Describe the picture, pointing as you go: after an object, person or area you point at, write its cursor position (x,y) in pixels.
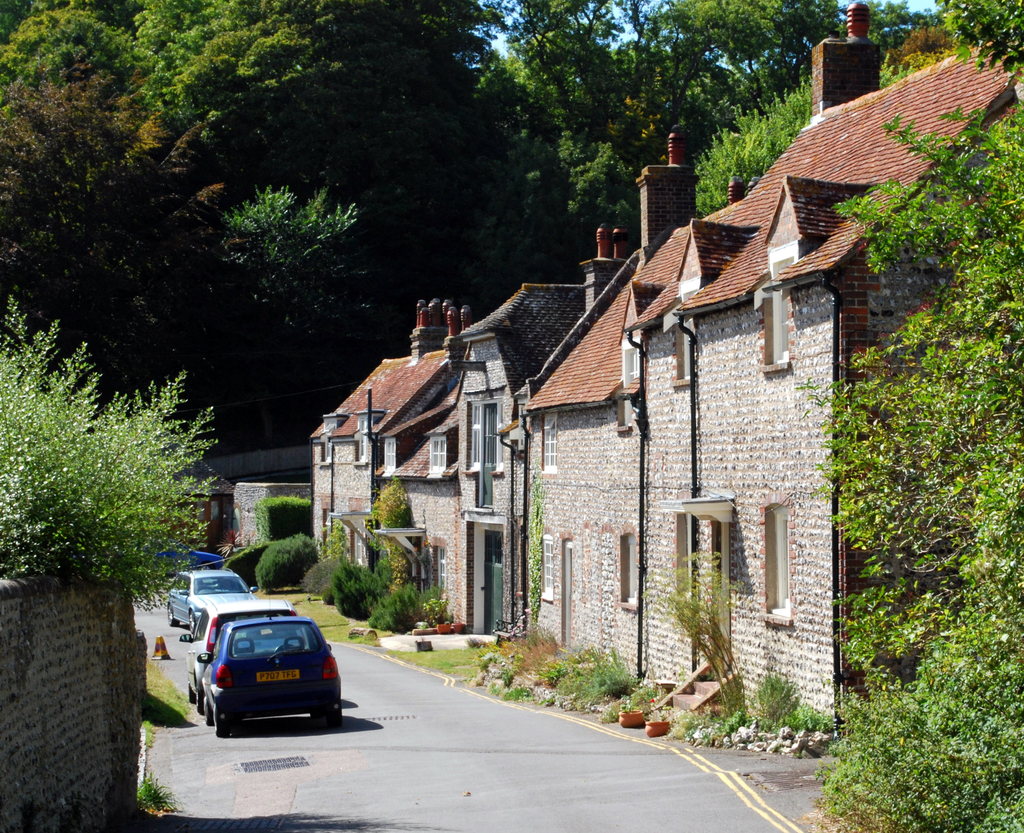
In this image I can see few vehicles (250,678) on this road (366,779). I can also see grass (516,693), plants (250,555), number of trees (456,245), the sky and few buildings (690,442).
